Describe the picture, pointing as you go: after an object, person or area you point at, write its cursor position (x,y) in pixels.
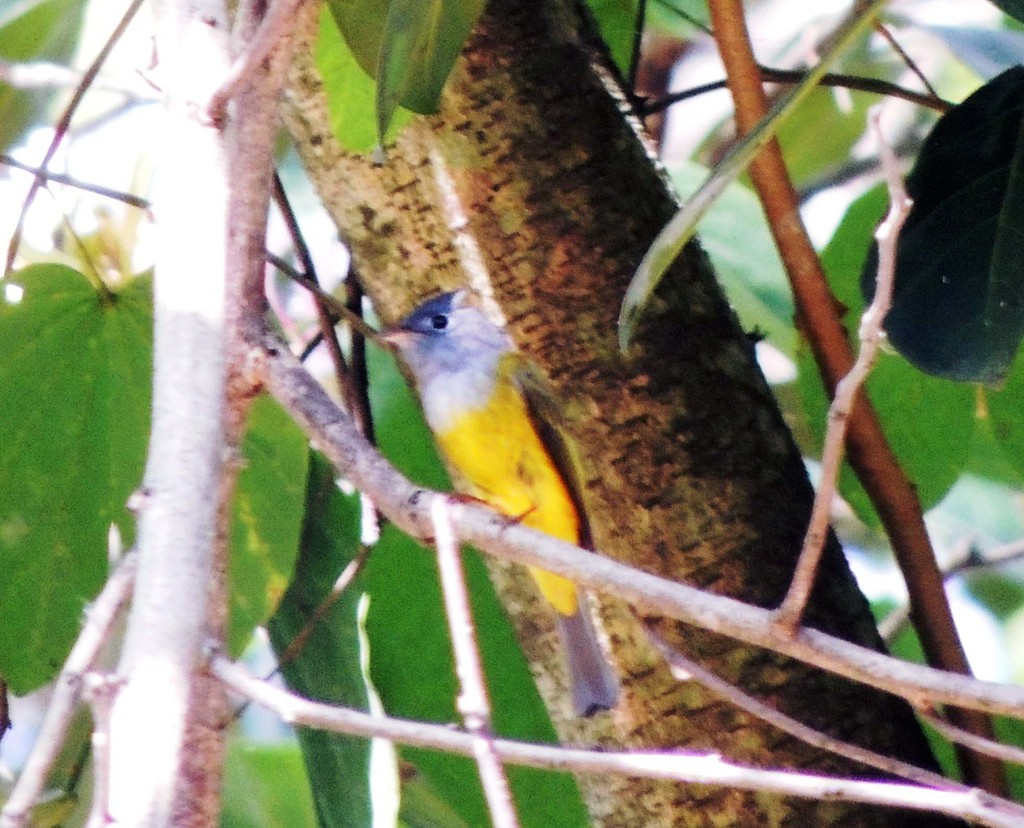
In this image there are branches (454,600), leaves (1013,337) and bird (475,387).
